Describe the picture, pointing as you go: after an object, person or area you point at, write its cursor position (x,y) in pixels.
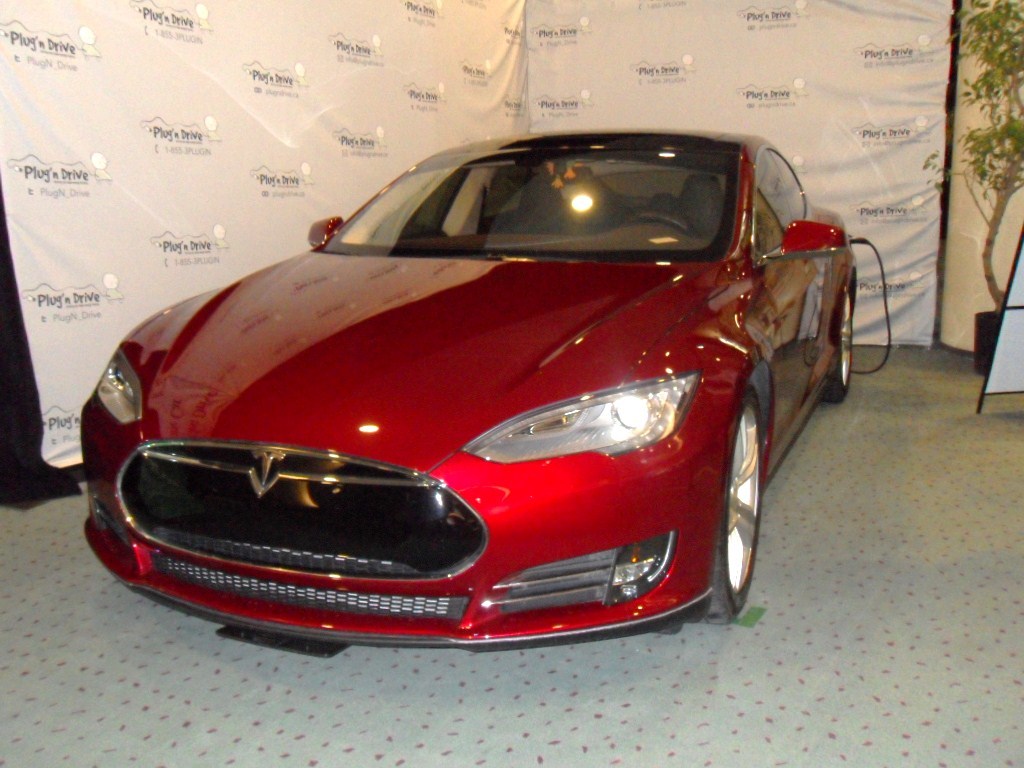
In this image, I can see a car (643,577) on the floor (584,684). In the background (242,204), I can see the banners (717,60). On the right side of the image (972,201), there is a board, a pillar (977,257) and a plant (1001,82) in a flower pot (979,357).
